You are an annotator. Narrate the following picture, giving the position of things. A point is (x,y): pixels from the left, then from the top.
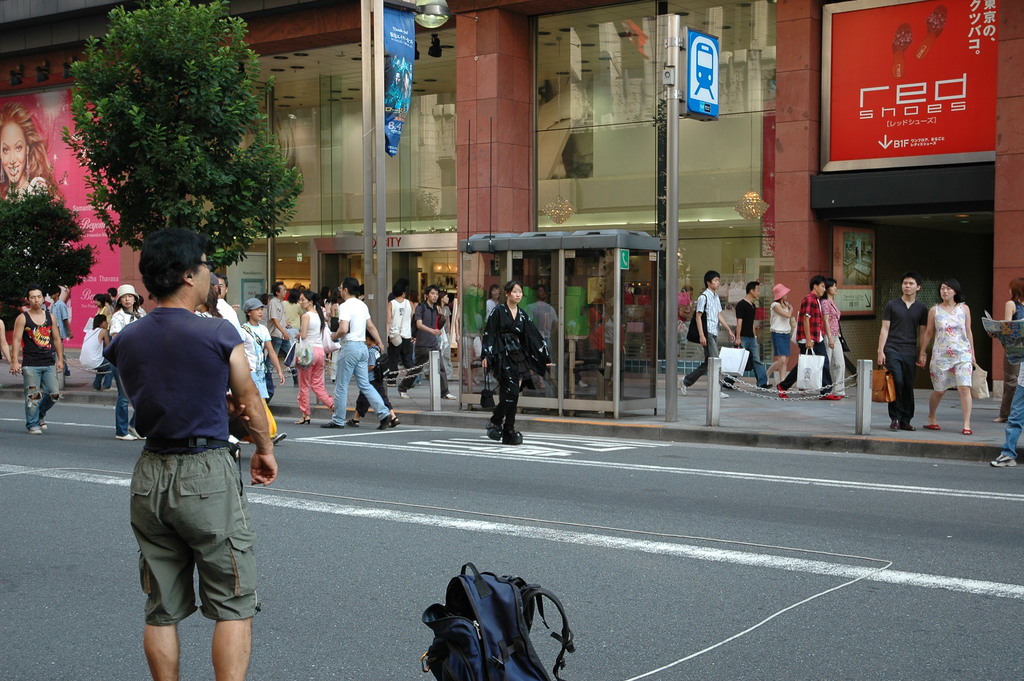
In the image we can see there are lot of people (934,360) who are standing on the road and behind them there is a building (790,105) and trees (162,197).
